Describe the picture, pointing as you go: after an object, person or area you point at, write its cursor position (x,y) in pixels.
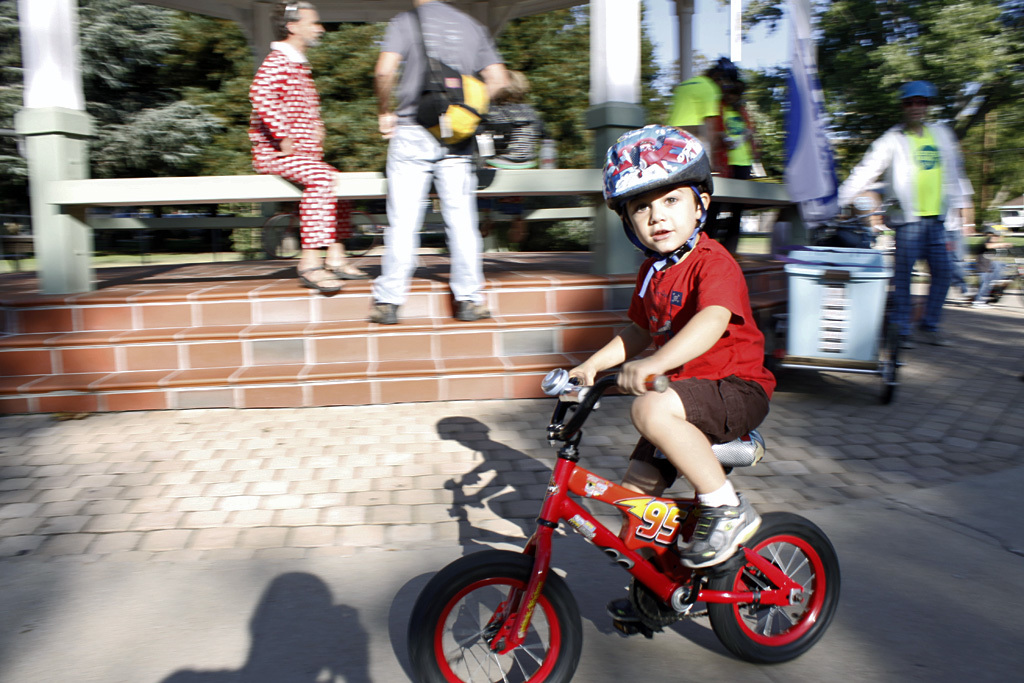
in this image i can see a small boy (705,395) riding a red colored bicycle (634,505). he is wearing helmet (666,169) and a red colored t shirt (664,299). he is riding on the road (324,590). behind him there are stairs (479,331) and people (270,154) are standing. a man (440,40) is wearing a grey shirt (449,52), a jeans (413,163) and carrying a black and yellow bag (453,103). behind him there are many trees (568,57) and a pole (684,36).
